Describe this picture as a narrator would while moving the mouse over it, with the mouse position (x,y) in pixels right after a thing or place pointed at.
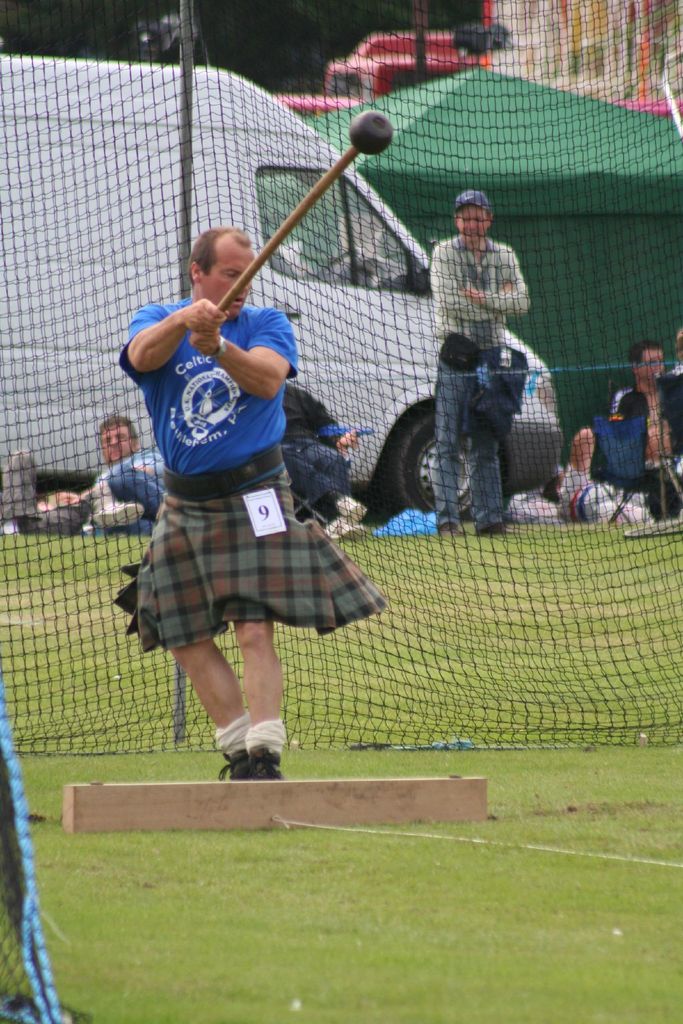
In this image, there is a person (203,470) wearing clothes (220,425) and standing in front of the net (543,266). This person (225,433) is holding a stick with his hand (209,332). There are some persons (481,232) and vehicle (334,154) behind the net (153,228).
